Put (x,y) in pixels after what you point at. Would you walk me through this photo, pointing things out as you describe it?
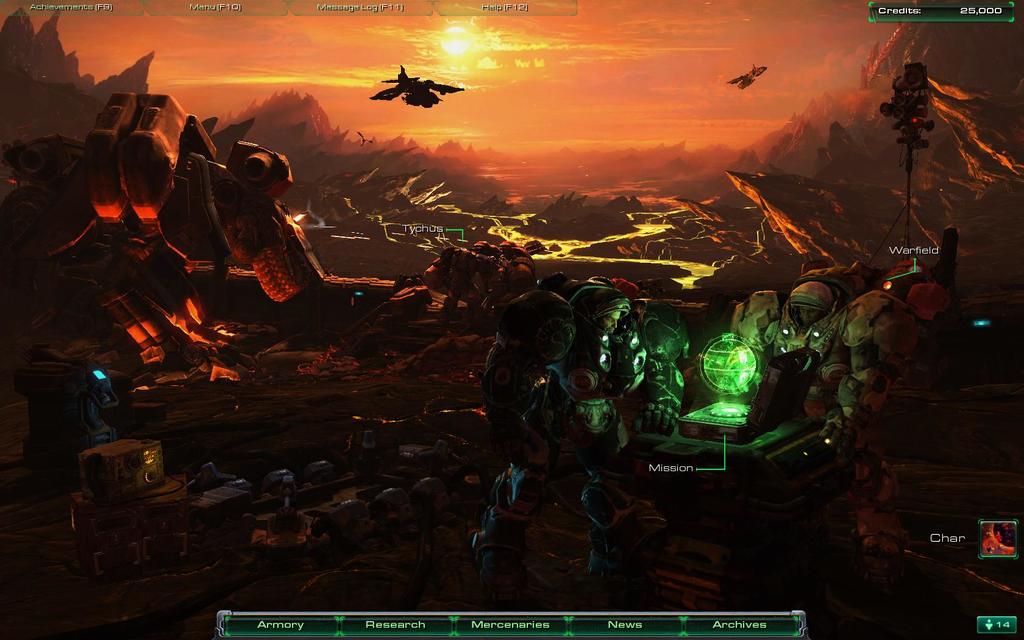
Here this picture is an animated image, in which we can see robots (598,374) present and we can also see some jets (409,90) flying in the air (472,77) and we can see sun (461,54) and clouds (452,63) in the sky (452,63) and we can also see rocks (831,226) and mountains (867,211) present.
